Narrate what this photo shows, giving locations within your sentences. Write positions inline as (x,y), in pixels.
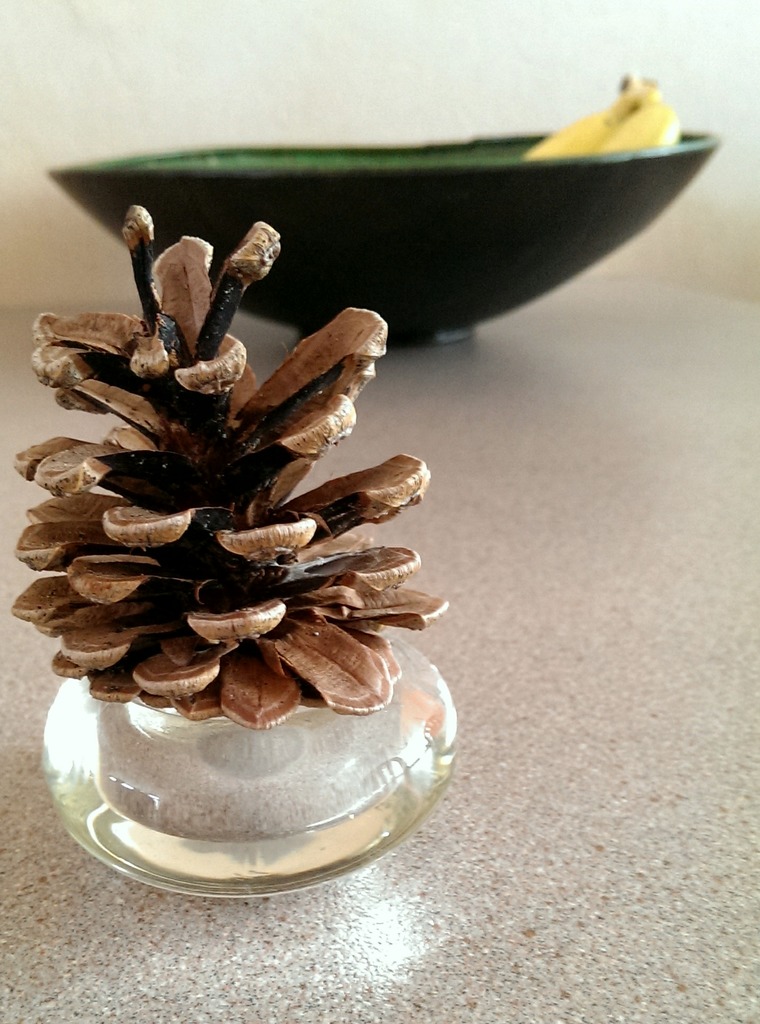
In this image there is a wooden object (252,538), in the background (508,223) there is a bowl (437,222).
